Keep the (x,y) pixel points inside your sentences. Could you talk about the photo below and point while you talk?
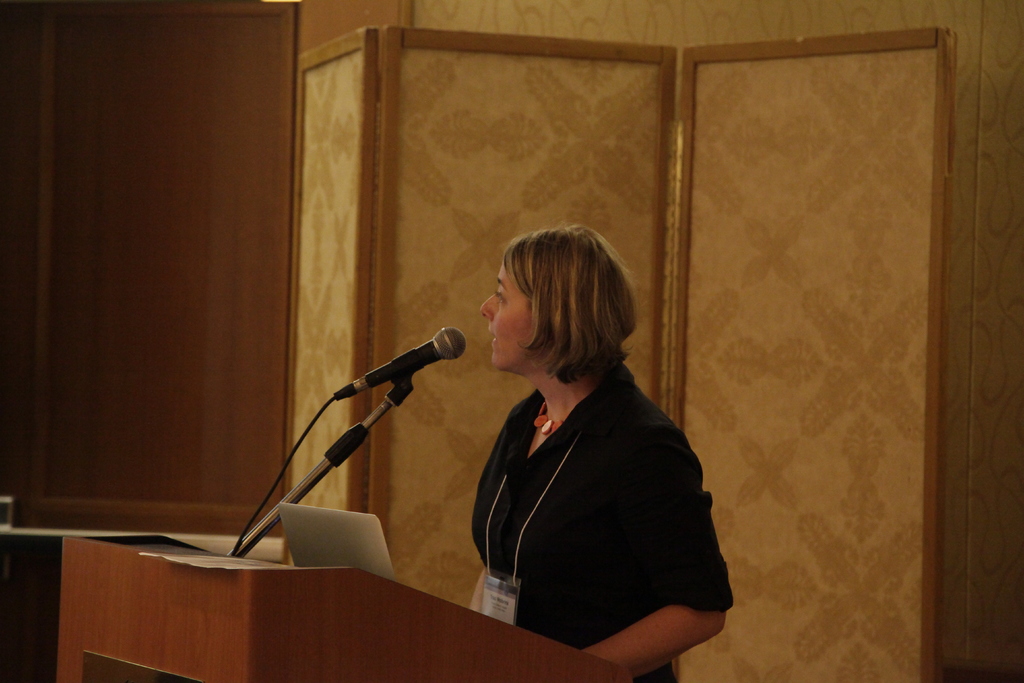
In this picture I see the podium (215,640) in front (390,658) on which there is a mic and I see a woman (538,537) who is standing in front of the podium (406,592). In the background (195,212) I see the wall (802,10).
